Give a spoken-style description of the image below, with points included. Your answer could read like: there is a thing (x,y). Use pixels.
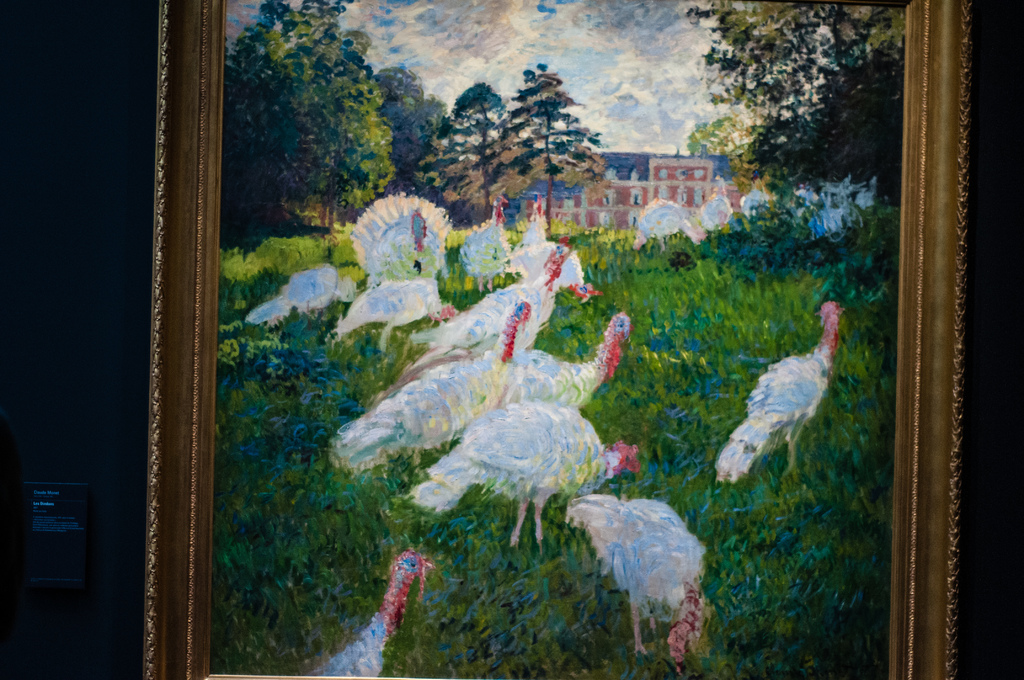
This picture consists of a portrait (436,264) in the image, in which there are turkeys (432,331) on the grassland (614,301), trees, and a building (627,223).
